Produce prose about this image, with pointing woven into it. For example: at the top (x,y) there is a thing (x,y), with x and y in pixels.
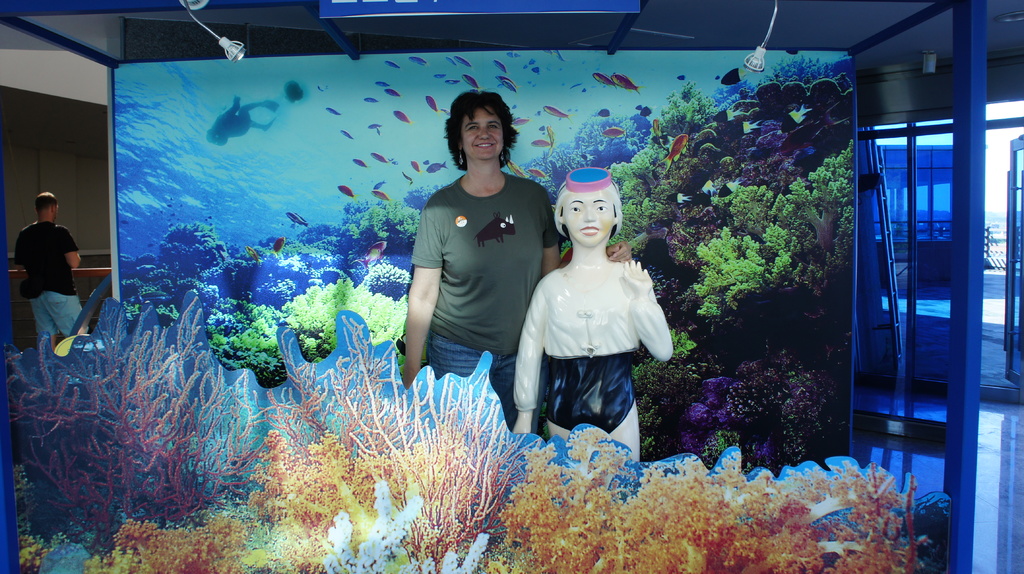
In this image in the center (467,321) there is one woman (455,242) who is standing and smiling, and beside her there is one toy (578,369). At the bottom (514,521) there are some pictures (469,483) of plant (665,527), and in the background (719,276) there is a board (217,215). On the board (812,177) there are some water plants (657,176), sea (193,156) and some fishes (378,123). And on the left side (28,257) there is one person (48,284), on the right side (866,254) there are glass doors (943,291) and some objects (966,353). At the bottom (995,407) there is floor (993,420), and at the top (507,16) there is ceiling (279,14) and light (239,47).
